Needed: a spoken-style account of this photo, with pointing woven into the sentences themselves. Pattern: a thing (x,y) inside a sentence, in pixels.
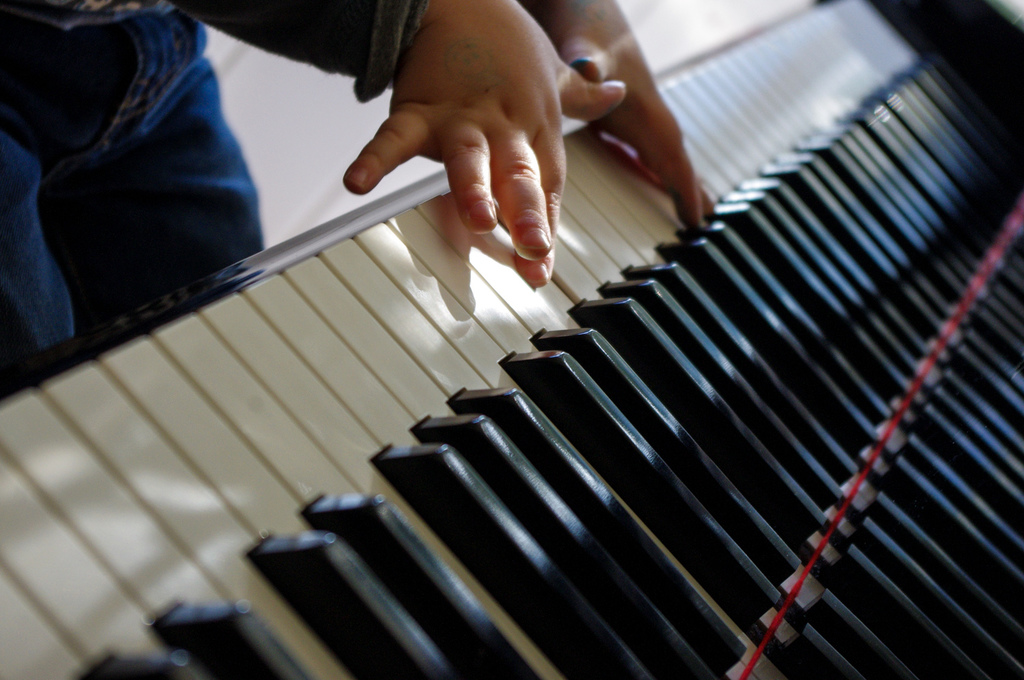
Two little hands (502,68) are pressing keys (647,226) on a piano board (487,346).
